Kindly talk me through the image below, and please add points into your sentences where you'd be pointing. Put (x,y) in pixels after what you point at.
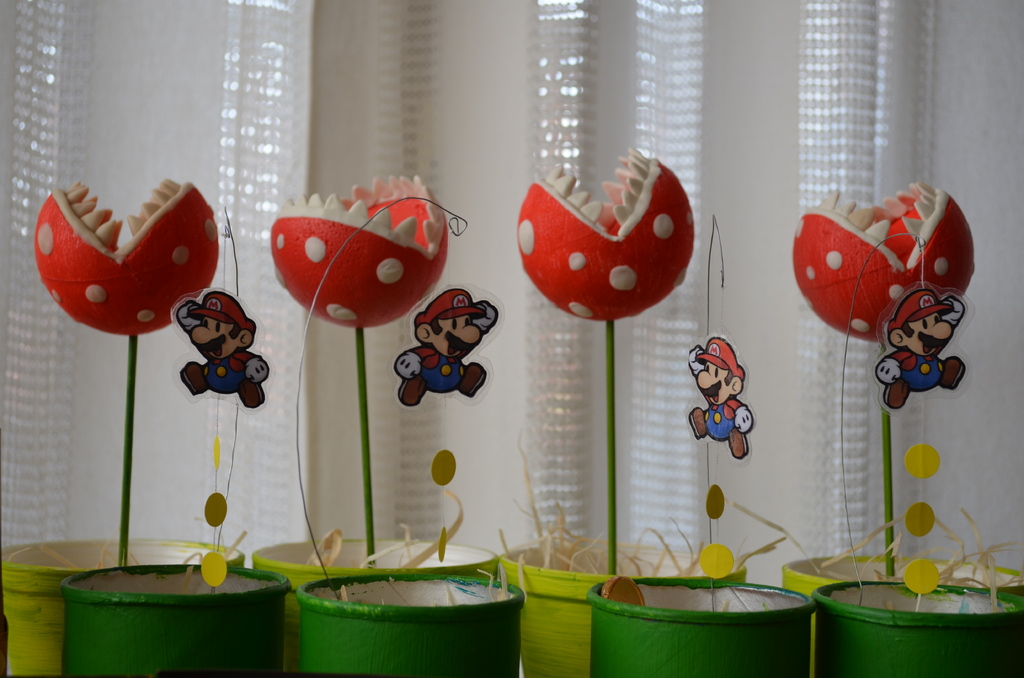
In this picture we can see few toys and cups (514,584), in the background (673,113) we can find curtains (665,126).
